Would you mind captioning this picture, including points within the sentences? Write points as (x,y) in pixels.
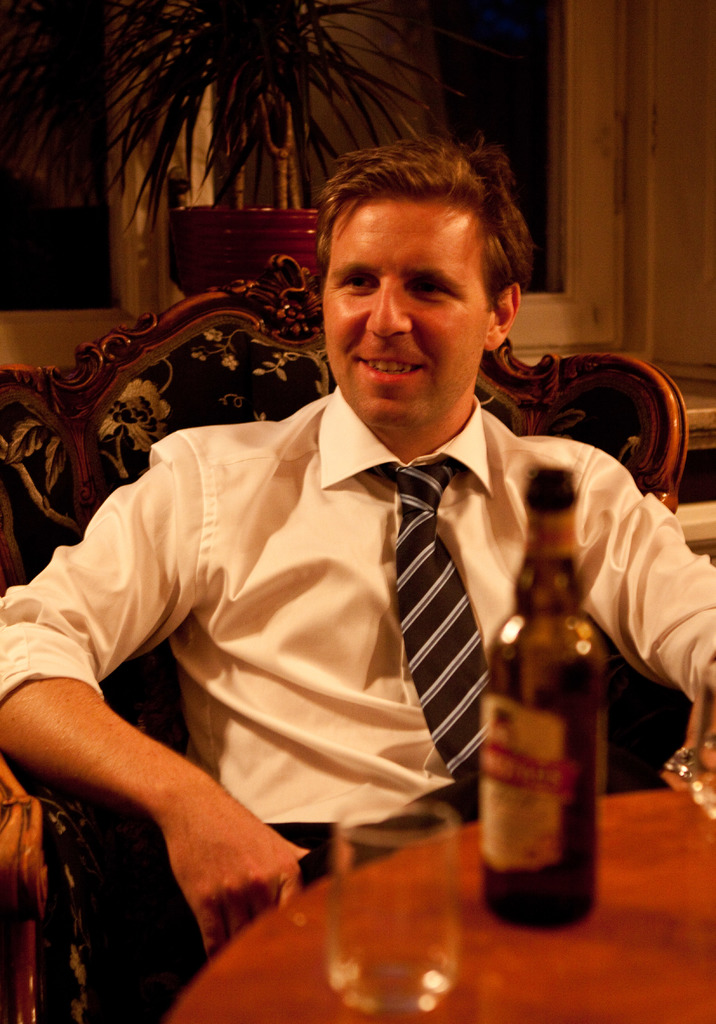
In this picture there is a man (212,469) who is sitting on the chair (656,469) at the center of the image (462,615) and there is a flower pot (136,38) behind the man (334,215) and a window (142,299), there is a glass (448,924) and bottle (555,812) on the table (466,924).
